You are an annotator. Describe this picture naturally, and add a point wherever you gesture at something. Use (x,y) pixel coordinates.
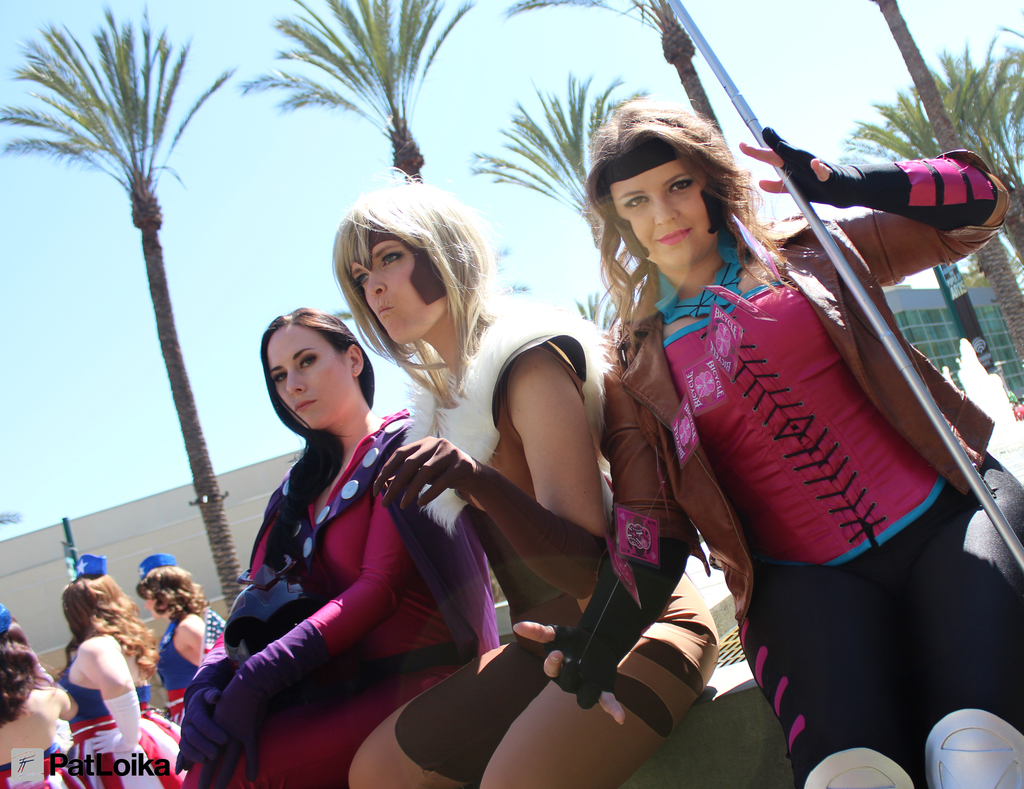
In this picture i can see a few women (174,696) Standing and few (413,442) are seated and we see trees (389,136) and buildings (221,480) and few of them (103,583) wore caps (103,565) on their heads (66,594) and a woman (761,343) holding a metal rod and i can see a blue clear Sky (41,137) and we see text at the bottom left corner of the picture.
